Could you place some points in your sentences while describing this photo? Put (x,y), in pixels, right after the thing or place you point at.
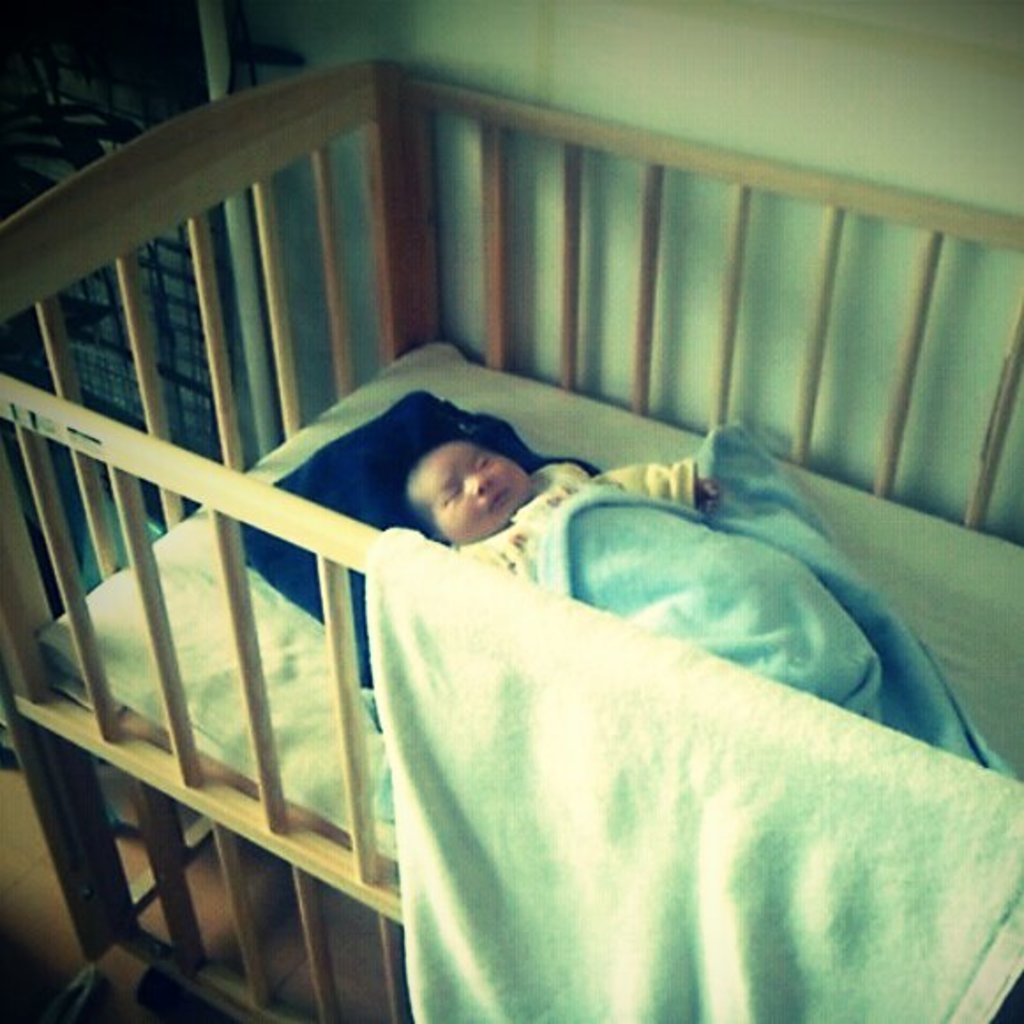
In this image there is a small baby (469,474) who is sleeping in the wooden cradle (231,499). At the bottom (620,819) there is a blanket (531,693) on the cradle (391,64). On the right side (821,75) top there is a wall (821,75). In the background (84,87) there is some object (72,66).
